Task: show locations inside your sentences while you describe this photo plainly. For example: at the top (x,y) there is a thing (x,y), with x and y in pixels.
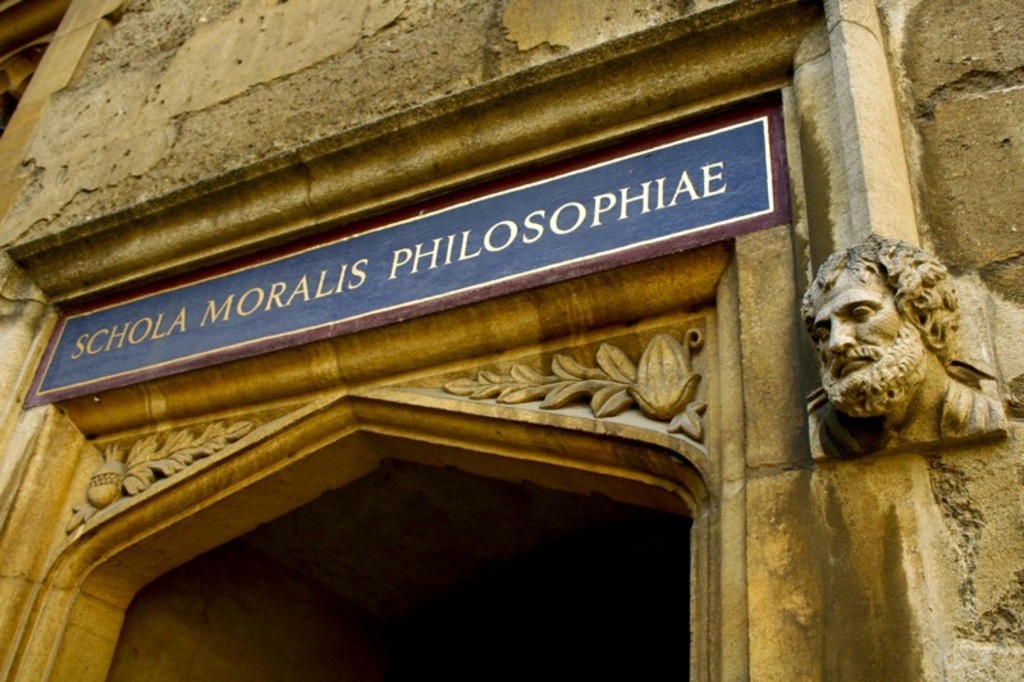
In this image I can see a huge building (766,463) which is brown and cream in color. I can see a sculpture of a human head (883,305) and a blue colored board (412,265) to the building (784,283).
